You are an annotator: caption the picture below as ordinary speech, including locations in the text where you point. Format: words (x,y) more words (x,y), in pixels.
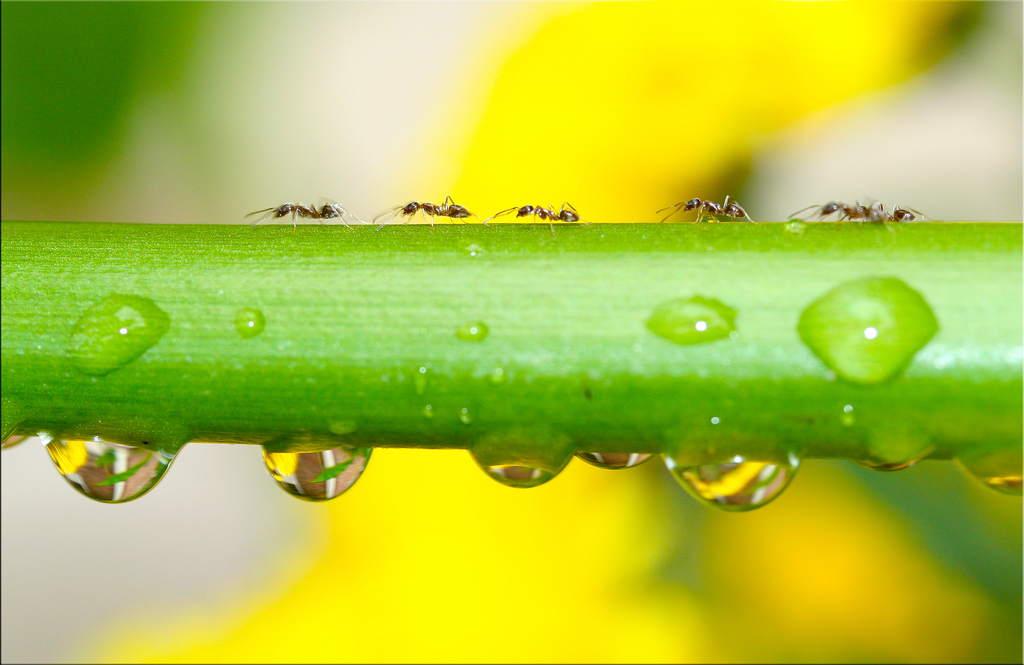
In this image we can see ants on the stem (472,414) and water droplets (818,346).
